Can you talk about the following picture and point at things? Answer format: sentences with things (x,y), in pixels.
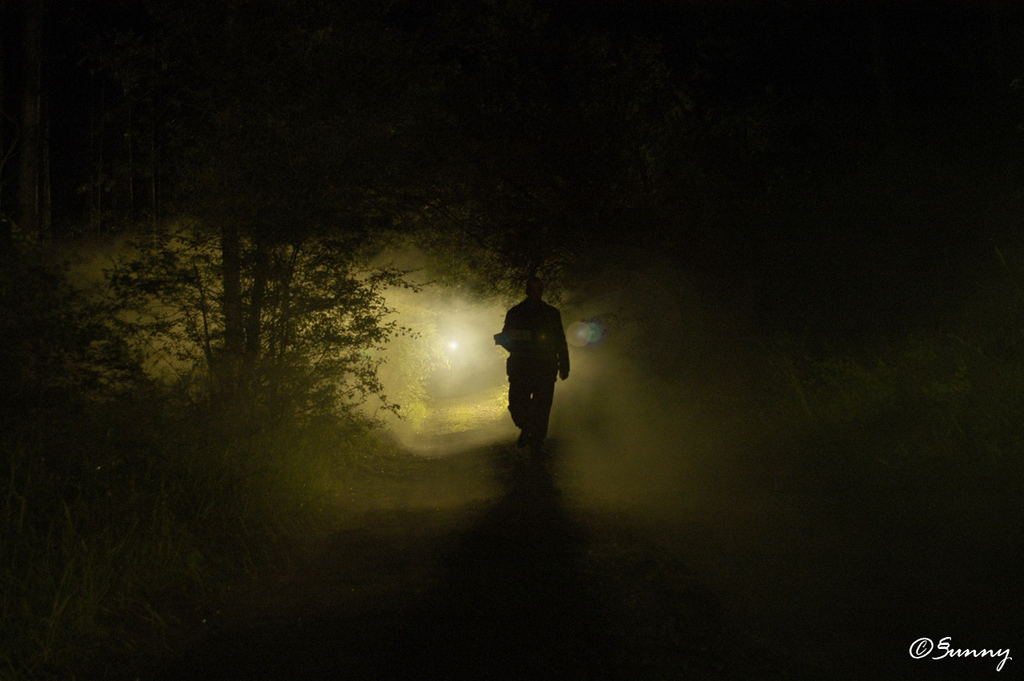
In this image, we can see a person (541,388) walking on a path (491,424). There is a tree (256,357) on the left side of the image (227,356).
